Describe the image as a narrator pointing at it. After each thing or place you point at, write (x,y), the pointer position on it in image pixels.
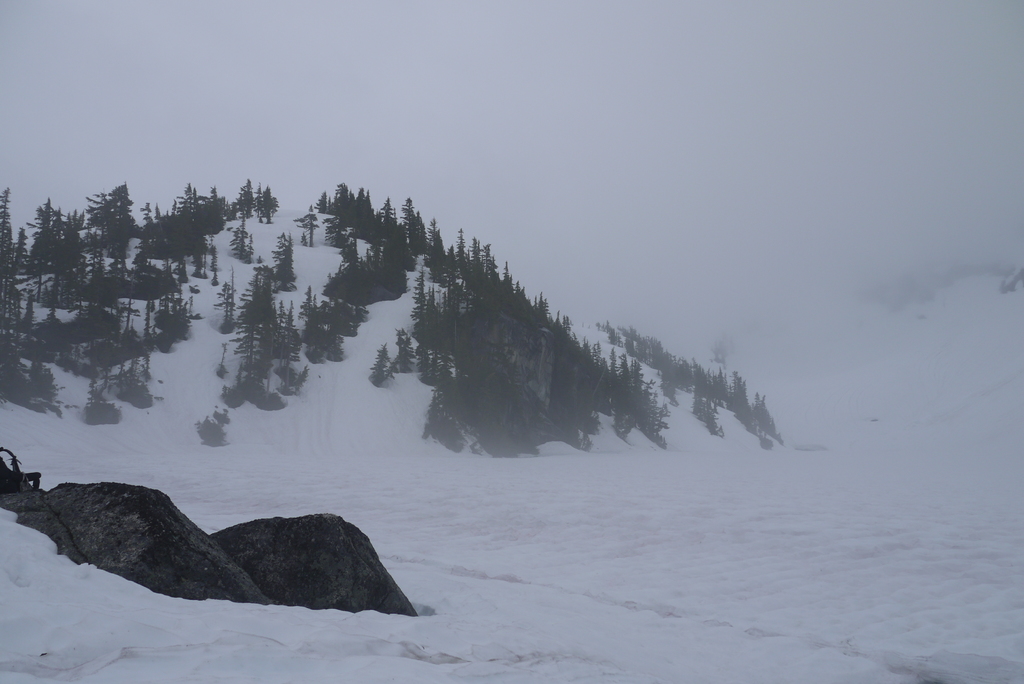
In this image we can see some trees (275,326), rocks (69,547) and the snow (20,624).
